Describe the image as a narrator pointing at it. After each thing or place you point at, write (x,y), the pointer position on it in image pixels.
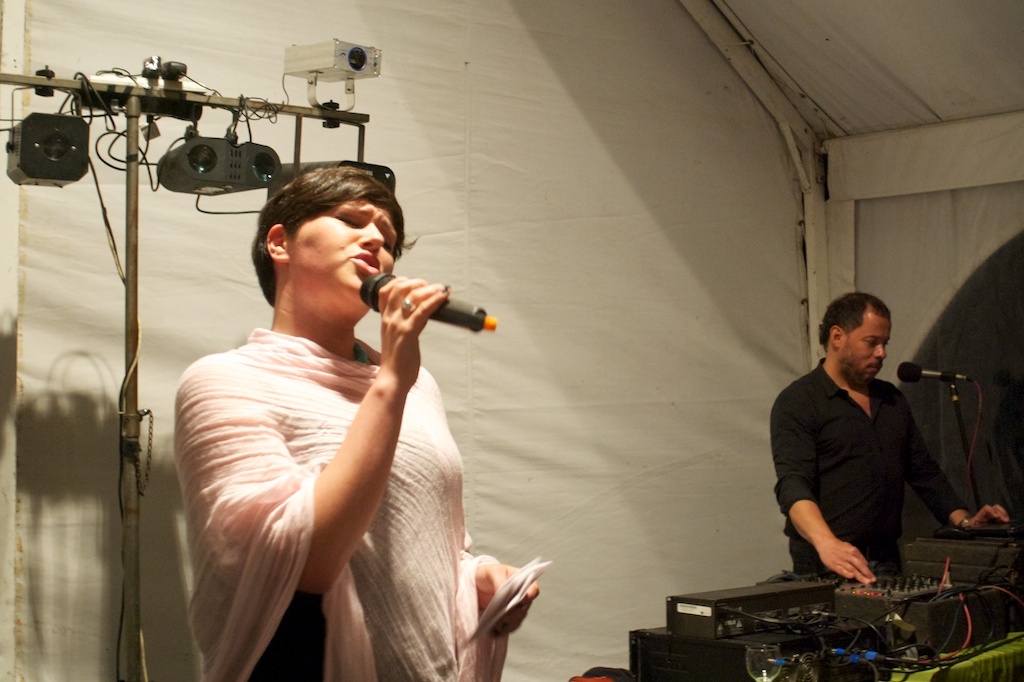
In this image I can see two people (348,451) standing. One person (805,514) is in front of disc jockey (803,608) and another person (337,346) is holding the mic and these people (450,447) are under the tent (724,207). At the back (193,161) there are lights (165,162) attached to the stand (132,165).
